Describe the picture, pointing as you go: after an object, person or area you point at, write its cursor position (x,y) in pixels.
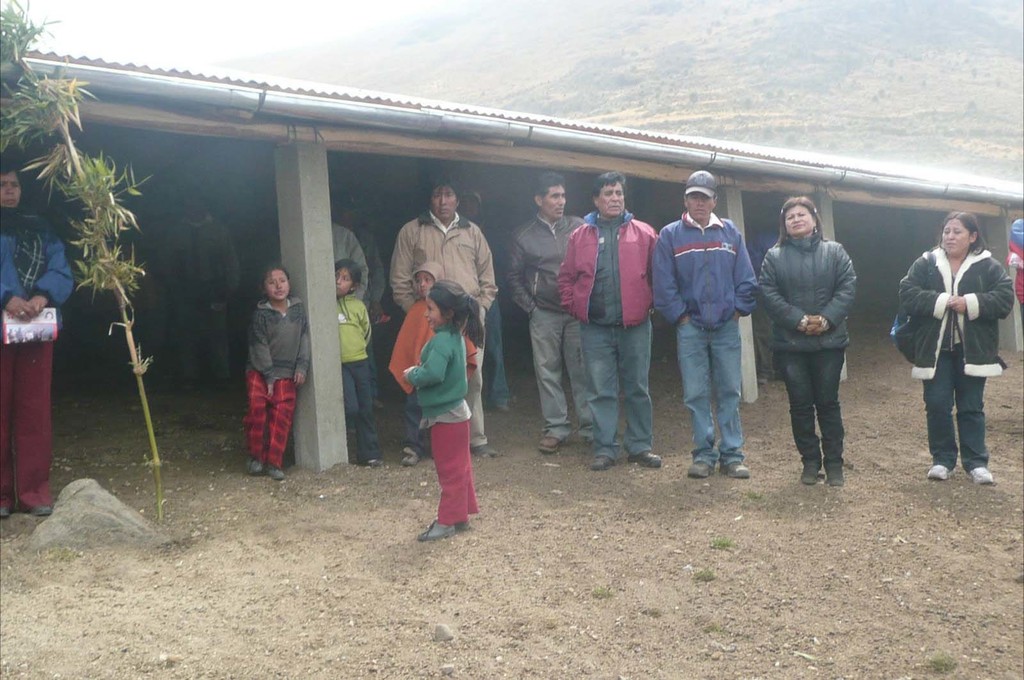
In the image I can see group of people (726,338) are standing. These people (770,313) are wearing jackets (634,306) and foot wears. In the background (549,93) I can see pillars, roof (494,116), hill (579,110), plants (135,358) and the sky (193,62).
